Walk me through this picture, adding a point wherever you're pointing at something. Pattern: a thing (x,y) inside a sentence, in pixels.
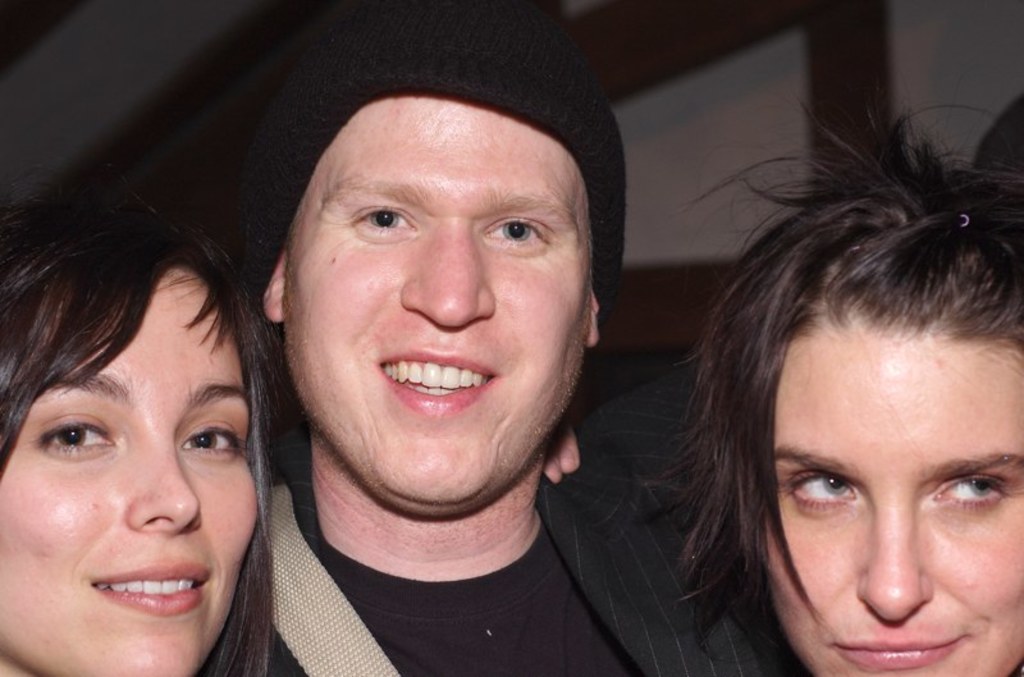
In this image there are two people (300,448) wearing a smile (492,380) on their faces (327,381). Beside them there is another person (830,431).
